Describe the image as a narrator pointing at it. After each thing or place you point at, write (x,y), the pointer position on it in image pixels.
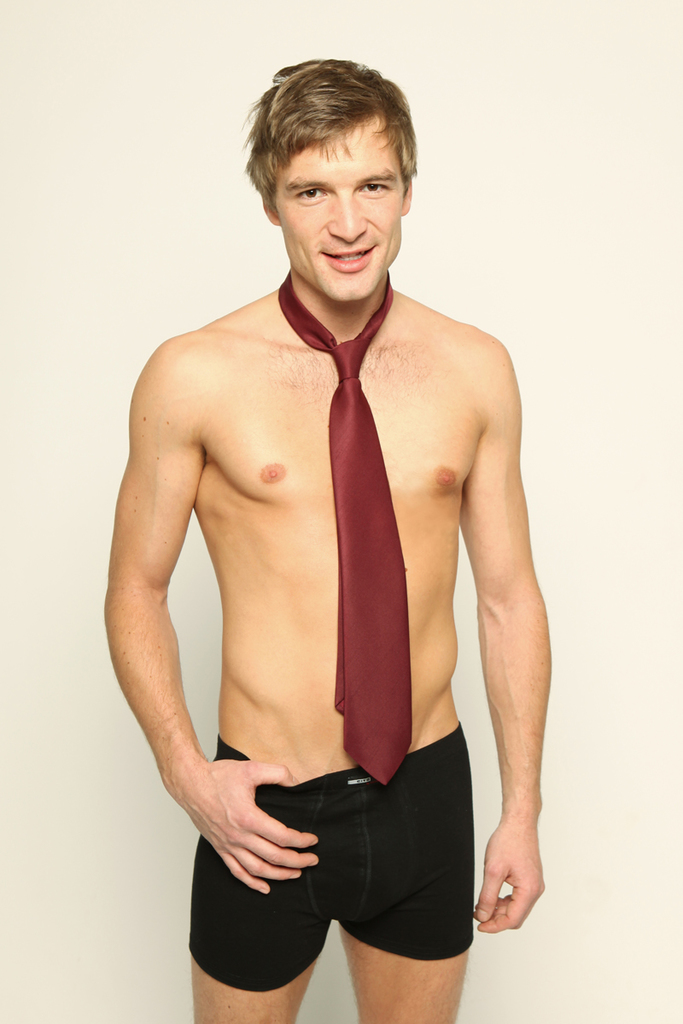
In this picture there is a person (394,508) with maroon color tie (339,683) is standing and smiling. At the back (181,312) there is a cream color background (556,696).
